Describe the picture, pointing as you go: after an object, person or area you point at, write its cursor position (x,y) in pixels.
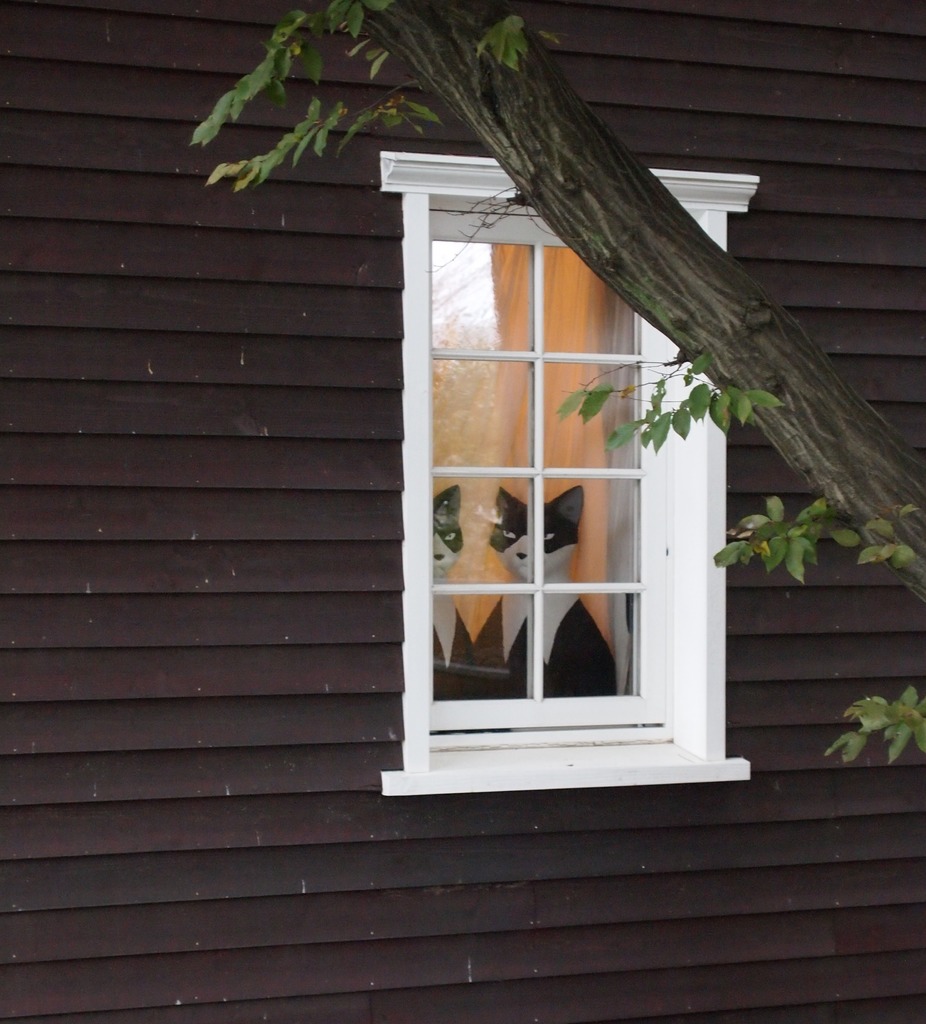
In the center of the image (539,594) we can see a window (464,602). through window (586,564) we can see a cat (509,635) and its reflection (450,596). In the background of the image (866,200) we can see the wall (207,416) and tree (592,416).
